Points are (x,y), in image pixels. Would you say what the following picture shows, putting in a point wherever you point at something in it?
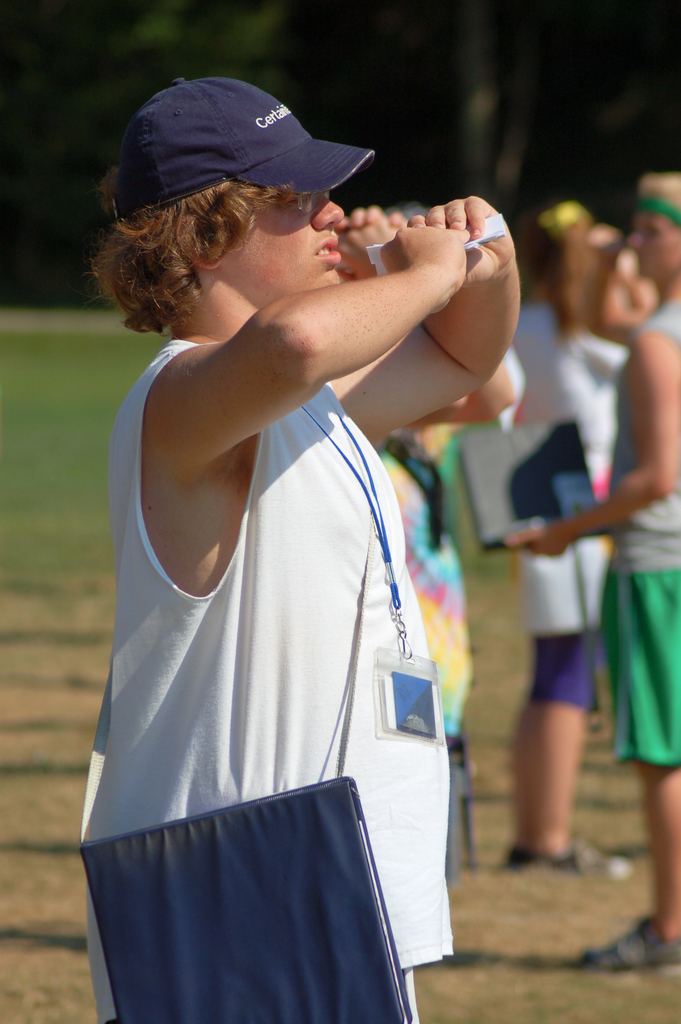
In this image we can see few people (595,542). We can see few people (644,475) holding some objects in their hands (551,527). A person (345,660) is wearing a bag (376,927), an identity card (400,598) and a cap (245,173) in the image. There is a grassy land (76,438) in the image. We can see many trees (235,44) in the image.
